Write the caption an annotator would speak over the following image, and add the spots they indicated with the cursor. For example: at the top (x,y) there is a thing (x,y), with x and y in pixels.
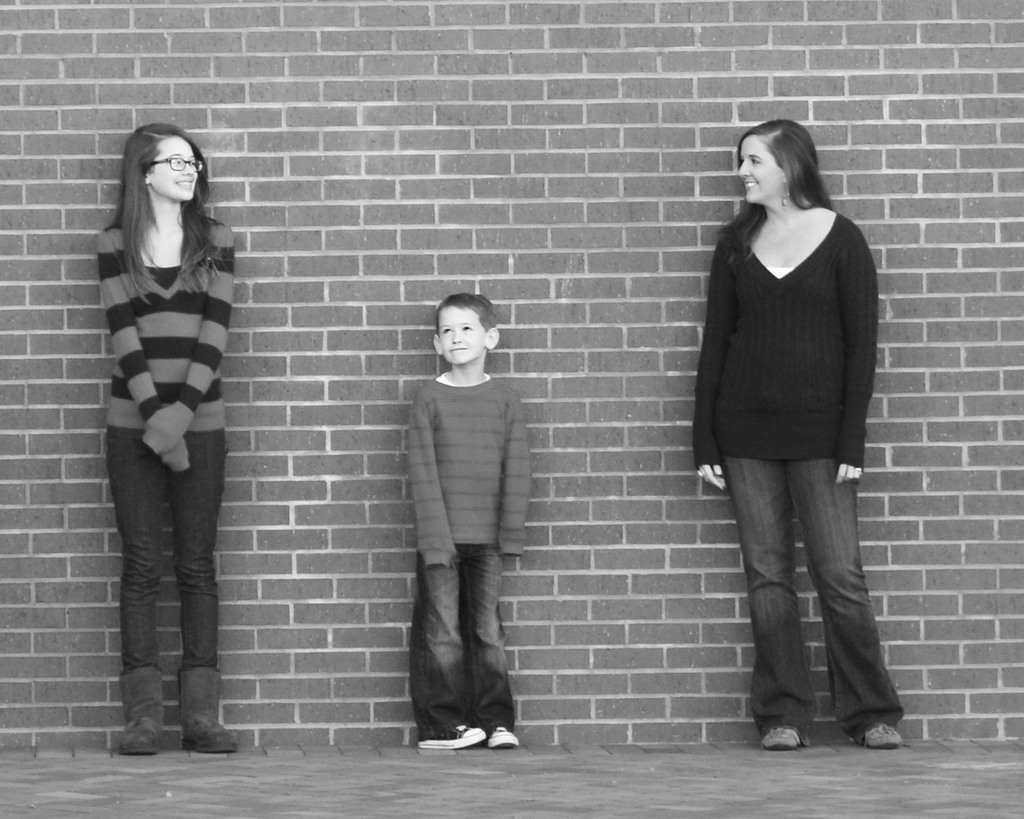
This is a black and white pic. We can see a boy (418,588) and two women (163,444) are standing on the ground (609,773) at the brick wall (377,212).
